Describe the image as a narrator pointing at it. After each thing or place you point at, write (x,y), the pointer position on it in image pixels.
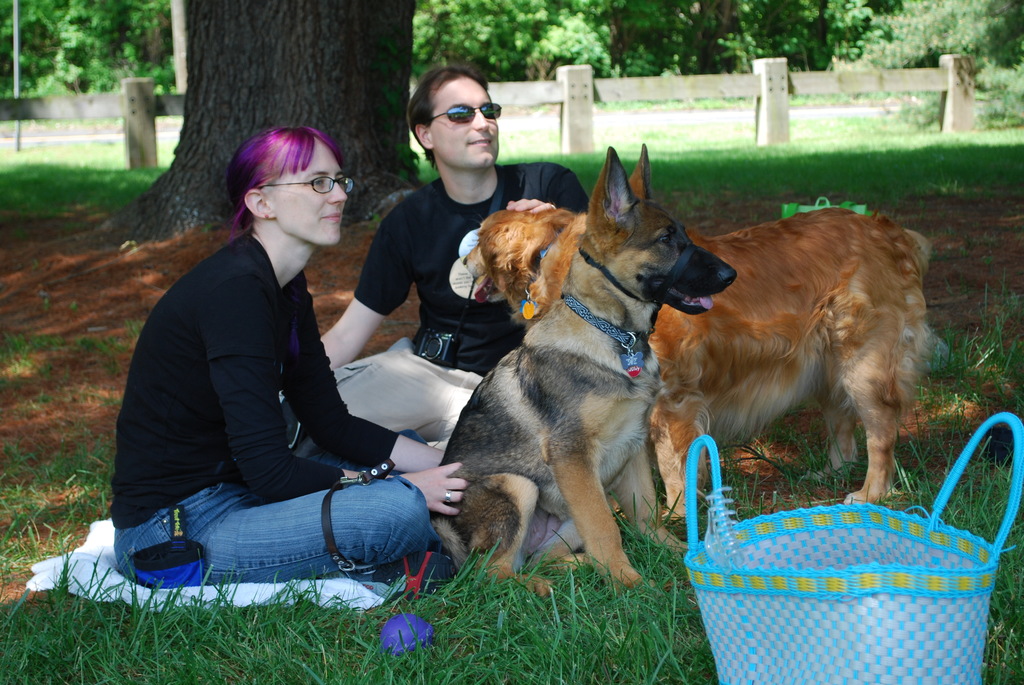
The picture is clicked inside a small garden (363,221). There are two people (389,272) over here and there are two beautiful brown dogs (655,294) and there is a basket (857,556) to the right side of the image (791,565). In the background (963,88) we observe a fencing (753,95) and few trees (264,33).
